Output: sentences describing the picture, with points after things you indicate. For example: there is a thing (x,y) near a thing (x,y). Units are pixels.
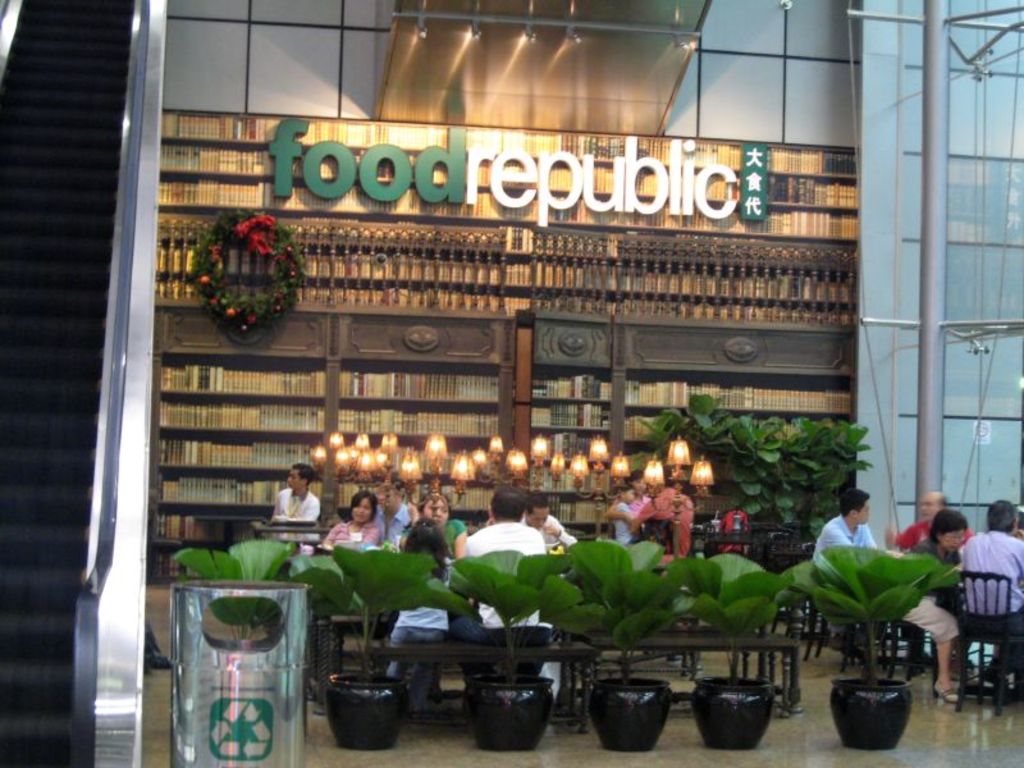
At the bottom of the image (253,604) we can see some plants (253,604). Behind the plants (289,552) few people (291,509) are sitting and standing. Behind them we can see some lights (464,488) and wall (685,86), on the wall (334,137) we can see some bookshelves (227,137). On the left side of the image (94,65) we can see an escalator (124,391).
